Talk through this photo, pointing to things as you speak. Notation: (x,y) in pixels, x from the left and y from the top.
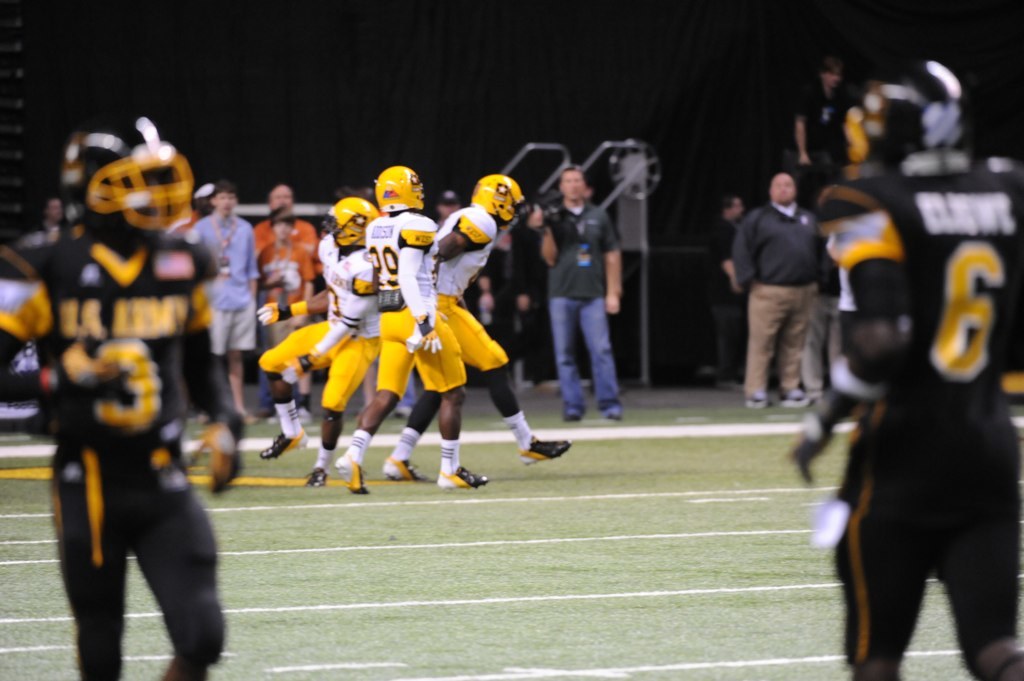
The image is clicked during a football game. In the foreground of the picture (880,474) there are two persons (99,503). In the center of the picture (433,279) there are three players (442,323). In the background (647,153) there are group of people (240,218), iron frames (637,193) and other objects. At the top (463,71) it is dark.
